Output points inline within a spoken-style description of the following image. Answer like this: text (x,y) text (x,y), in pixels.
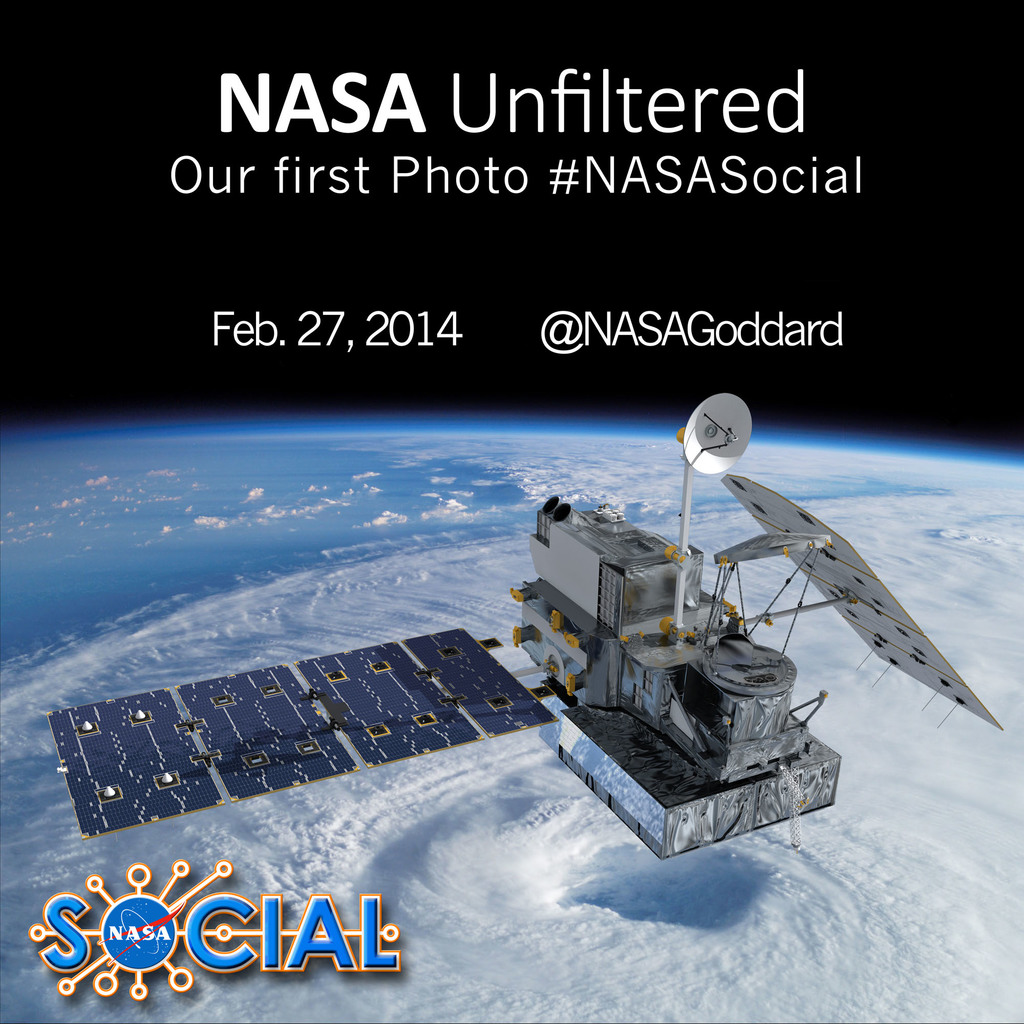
There is a satellite (585,646) above the earth (829,650) and there is text (706,330) at the top (449,315) and bottom side.
